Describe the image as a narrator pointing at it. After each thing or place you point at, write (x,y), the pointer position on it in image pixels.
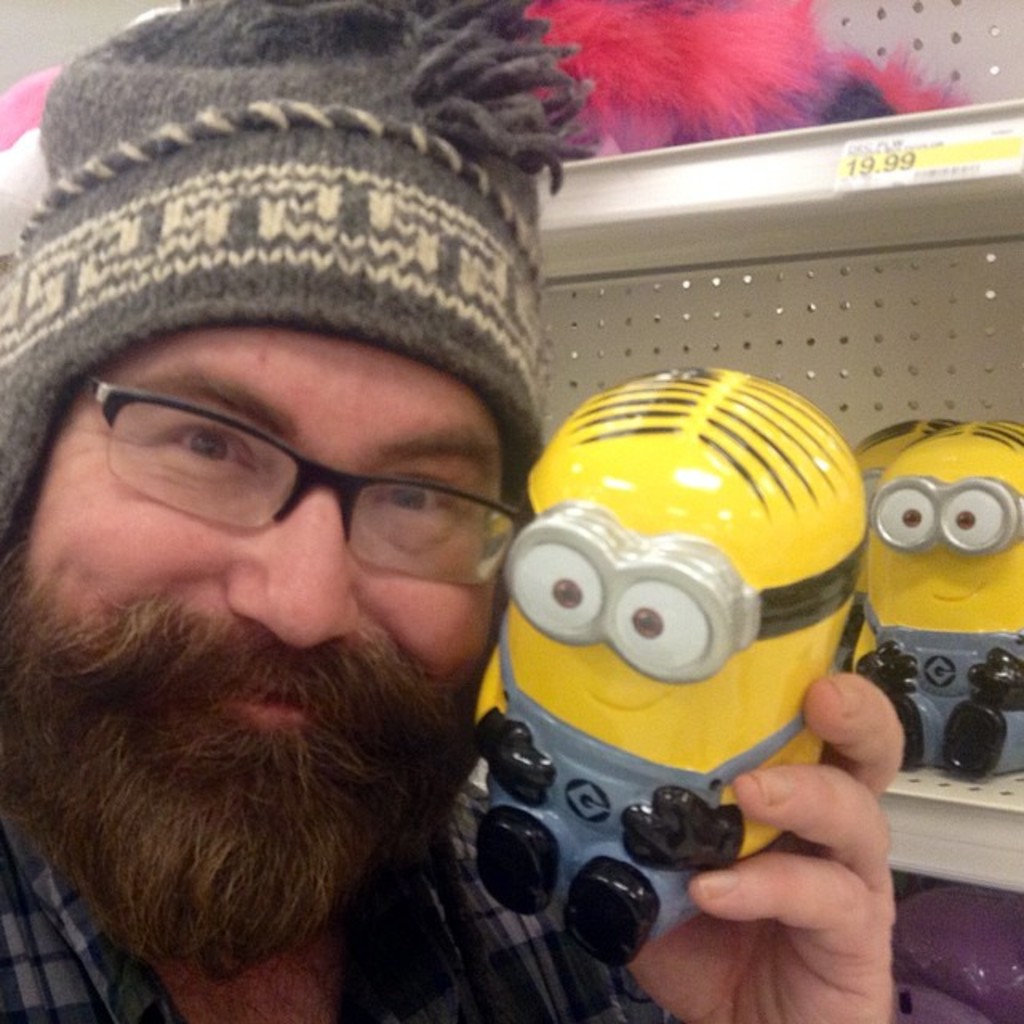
In this image on the left (310,503) there is a man (522,435), he wears a shirt (70,966), cap (234,267), he is smiling, he is holding a toy (633,742). In the background (800,195) there are shelves (779,208) on them there are toys (697,34) and a price tag (845,159).
